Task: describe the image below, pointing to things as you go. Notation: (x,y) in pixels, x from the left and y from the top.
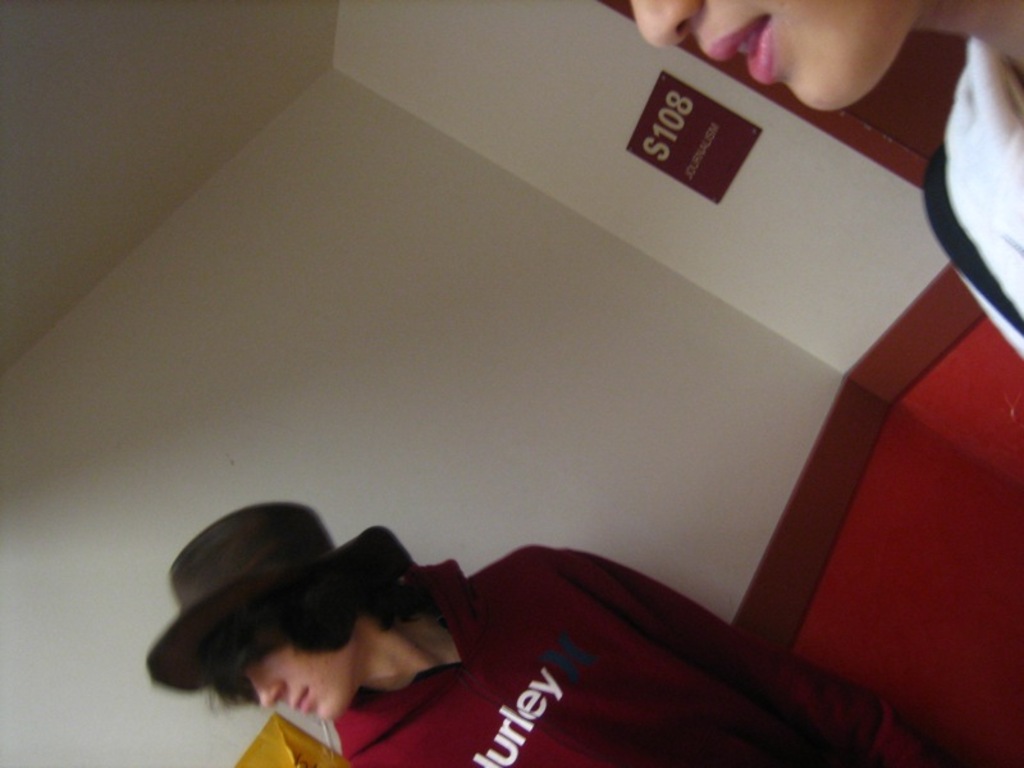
In this image we can see two people (1020,189). In the background (636,359) there is a wall (615,231) and we can see a board (665,112) placed on the wall (609,350).
